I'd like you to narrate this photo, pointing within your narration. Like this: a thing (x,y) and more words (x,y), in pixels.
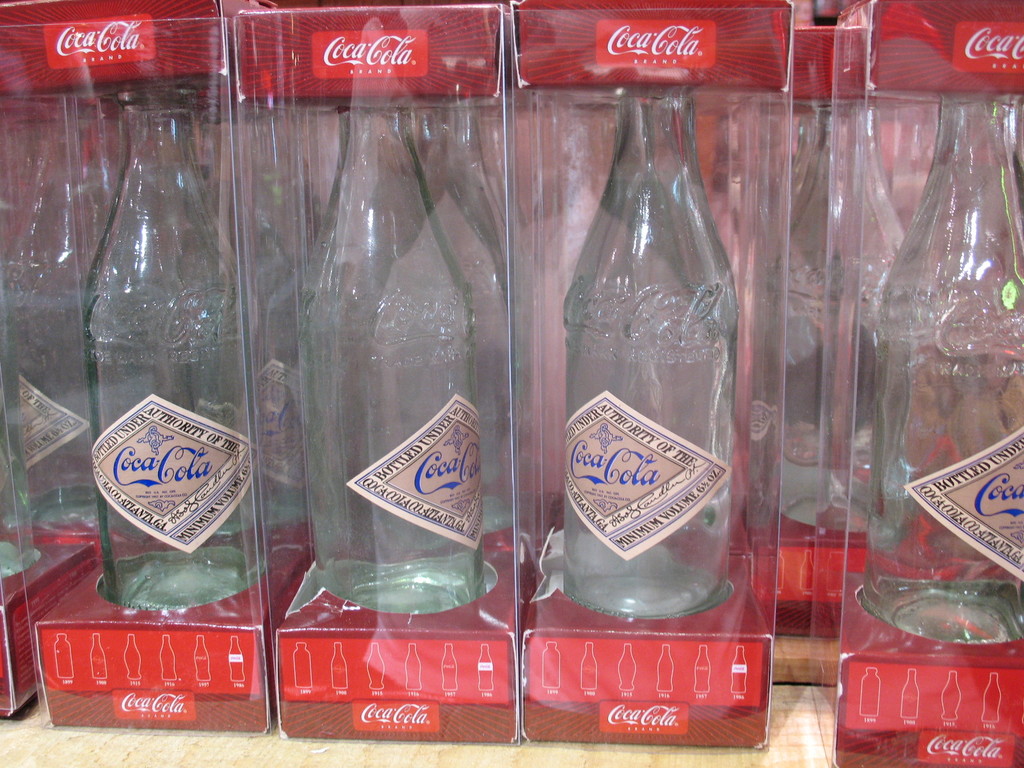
In this image i can see few boxes (549,576) in which there are glass bottles (382,366).
